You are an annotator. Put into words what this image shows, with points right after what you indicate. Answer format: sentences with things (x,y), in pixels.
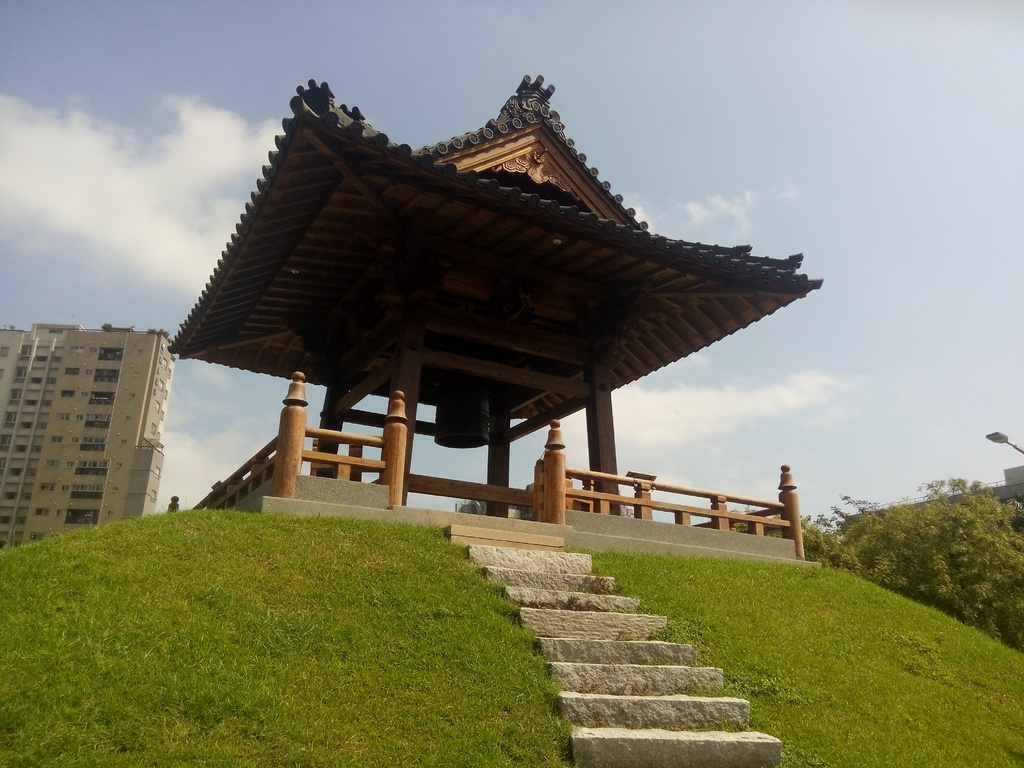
In this image there is a shrine (557,482) with steps (658,719) in front of that on a grass (976,630), behind that there are so many plants (934,557) and building (127,437).
